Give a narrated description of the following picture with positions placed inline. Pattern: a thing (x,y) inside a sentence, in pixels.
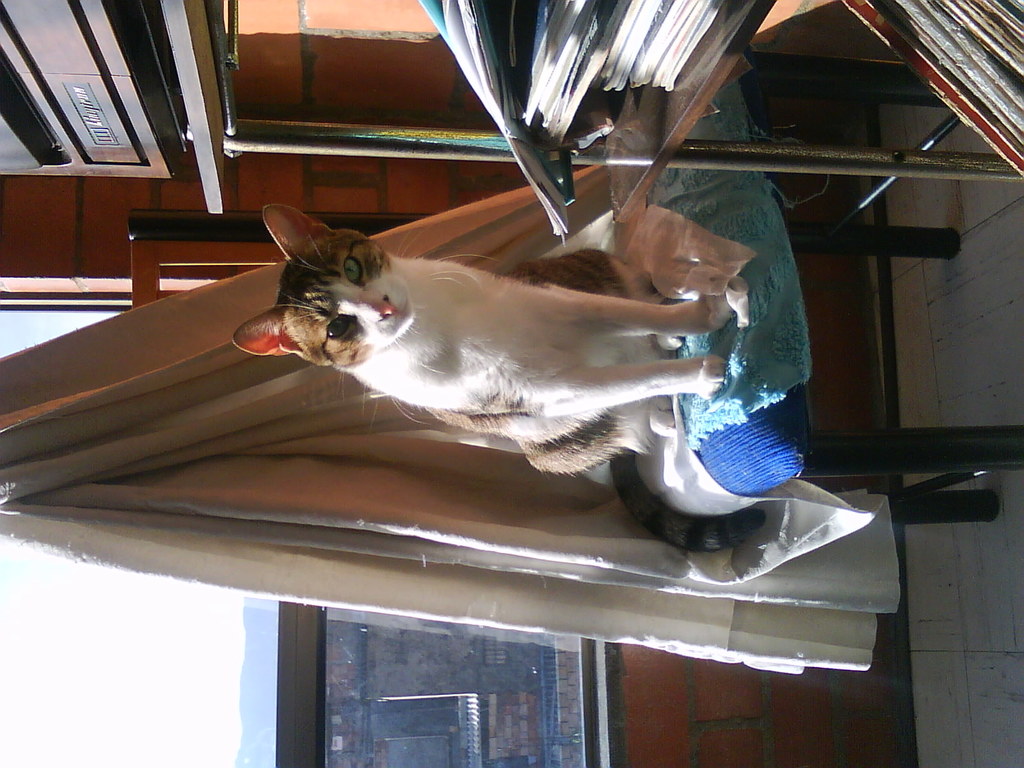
In this image there is a cat (426,337) on the stool (796,239) having clothes (787,284). Top of the image (722,164) there is a rack (637,76) having books (666,52). There is an object (97,73) on rack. Behind the cat (459,381) there is a curtain (227,455). Background (326,672) there is a wall (366,19) having a window (273,678). From the window (387,727) buildings (329,712) and sky (156,646) are visible.
